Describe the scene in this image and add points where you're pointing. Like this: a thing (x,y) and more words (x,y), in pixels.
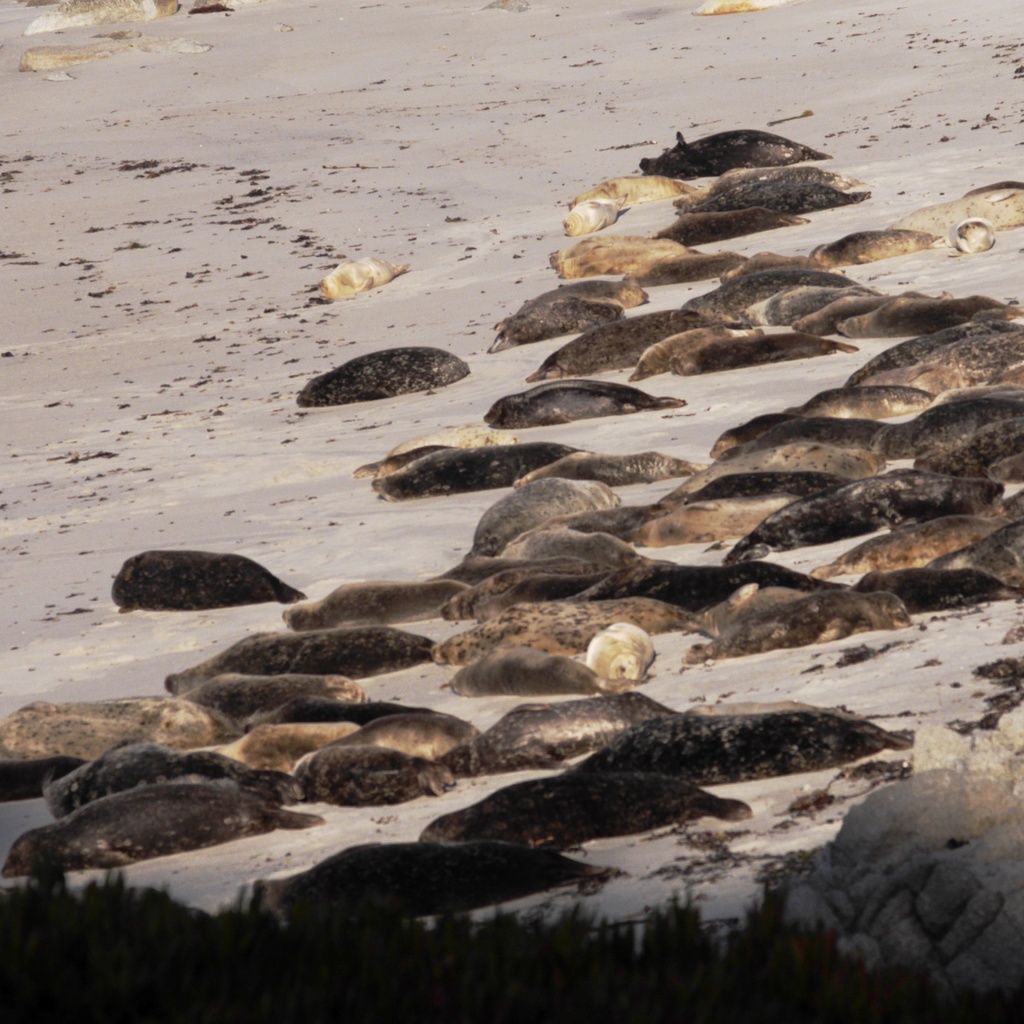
In this image there are a few animals (585,485) on the surface (397,511), at the bottom of the image (511,1002) there are a few plants (535,961).
